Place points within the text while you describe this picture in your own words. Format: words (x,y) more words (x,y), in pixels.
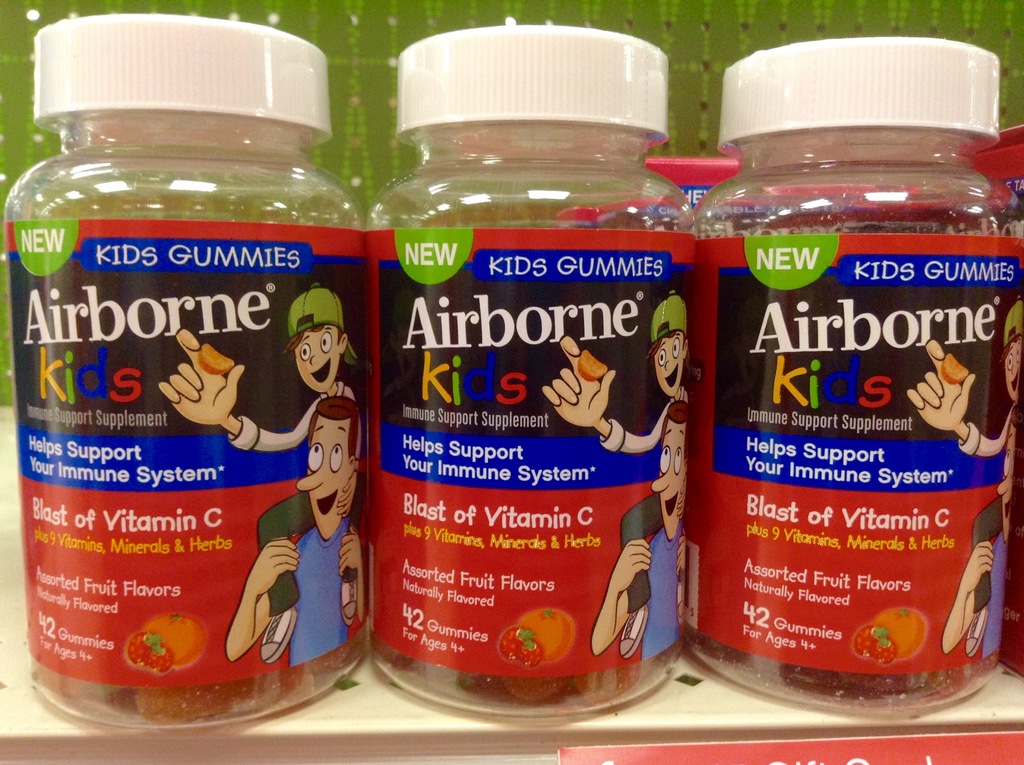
In this image, we can see three bottles (930,675), on that bottles (10,311) AIRBORNE KIDS is printed on the stickers (536,675), there are three white color caps (556,74) on the bottles (735,88).
